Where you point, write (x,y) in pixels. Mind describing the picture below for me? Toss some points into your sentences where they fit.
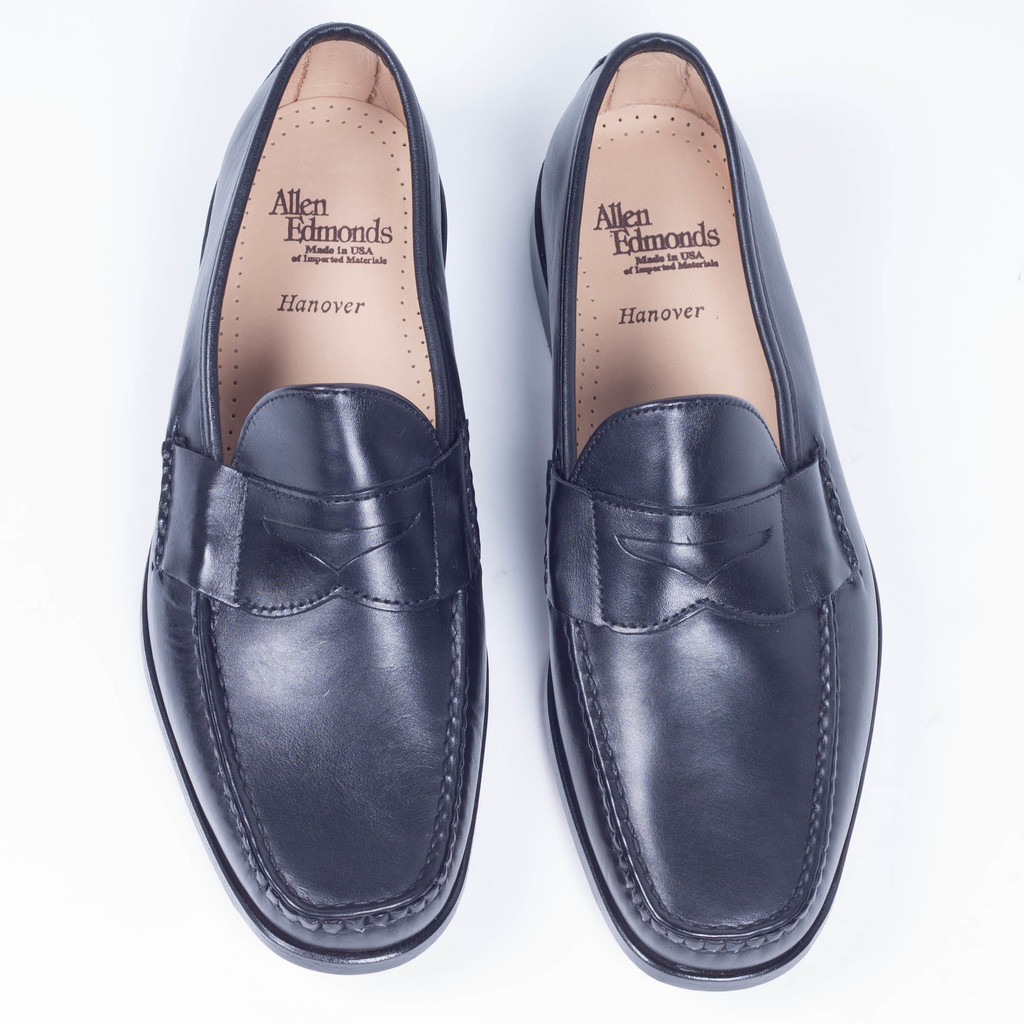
In this image I can see the shoes (443,362) which are in black and brown color. These are on the white color surface (433,985).
